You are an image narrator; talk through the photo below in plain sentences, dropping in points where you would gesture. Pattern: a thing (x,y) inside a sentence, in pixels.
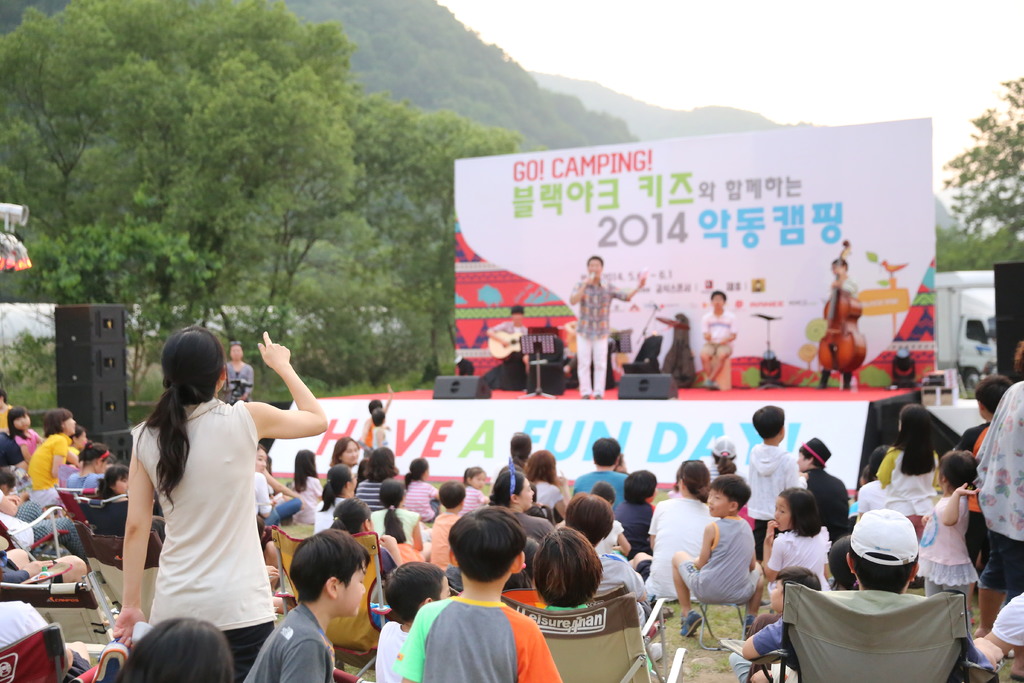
In this picture there are people (347,607), among them there is a person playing a guitar (513,349) and we can see devices (532,361) and objects (554,354) on the stage (680,363), banners (706,440), speakers (118,429) and grass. In the background of the image (302,97) we can see trees (1012,163), vehicle (986,307) and sky (815,17).
